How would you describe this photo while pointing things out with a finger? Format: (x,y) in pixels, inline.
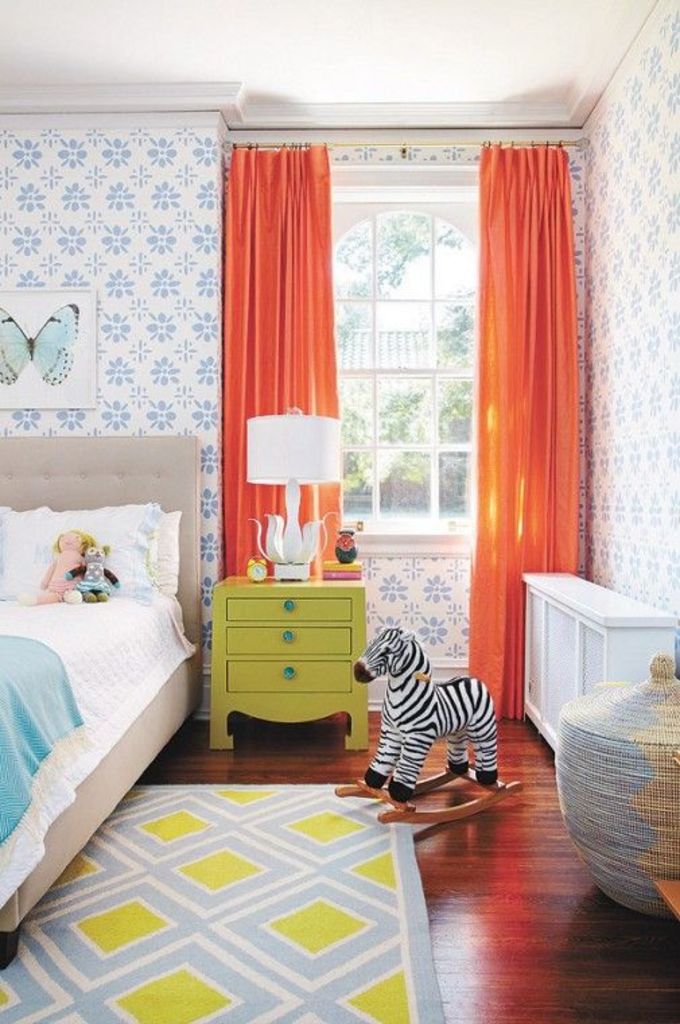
This is a picture of a room (113,649). On the right (590,656) there is a closet (569,615). In the center (421,432) background (446,432) there is a window (360,324), through the window (431,311) a house (390,347) and tree (388,403) is visible. Wall (114,216) is having floral design (603,453). In the center of the image (411,643) there is zebra toy (456,756) and a lamp (297,428), alarm (258,570) and a box (353,575). On the left (133,694) there is a bed (128,699) and two dolls (83,567) on it. On the top left (42,305) there is a butterfly frame (39,341).
